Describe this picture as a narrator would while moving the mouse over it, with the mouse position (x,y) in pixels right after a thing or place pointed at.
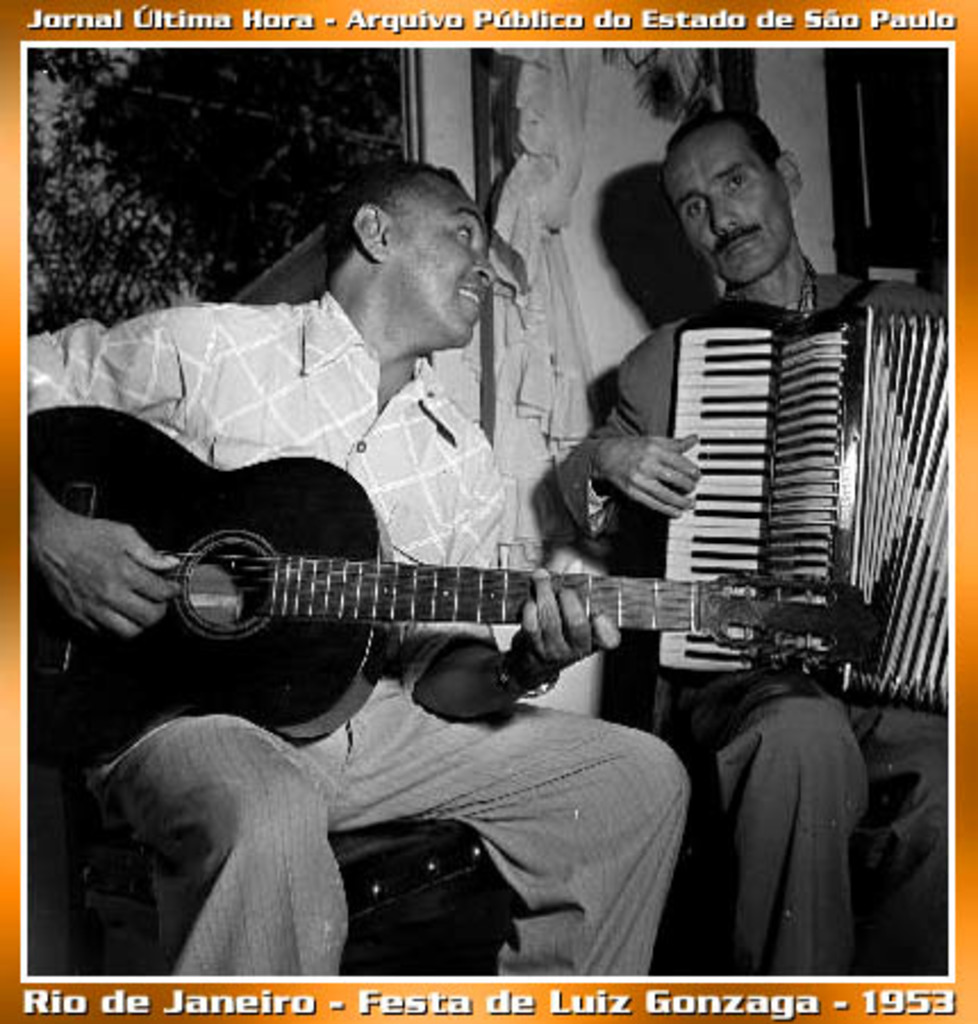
This is a black and white picture. In this picture we can see two men (477,488) sitting on chairs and playing musical instruments (252,650).
